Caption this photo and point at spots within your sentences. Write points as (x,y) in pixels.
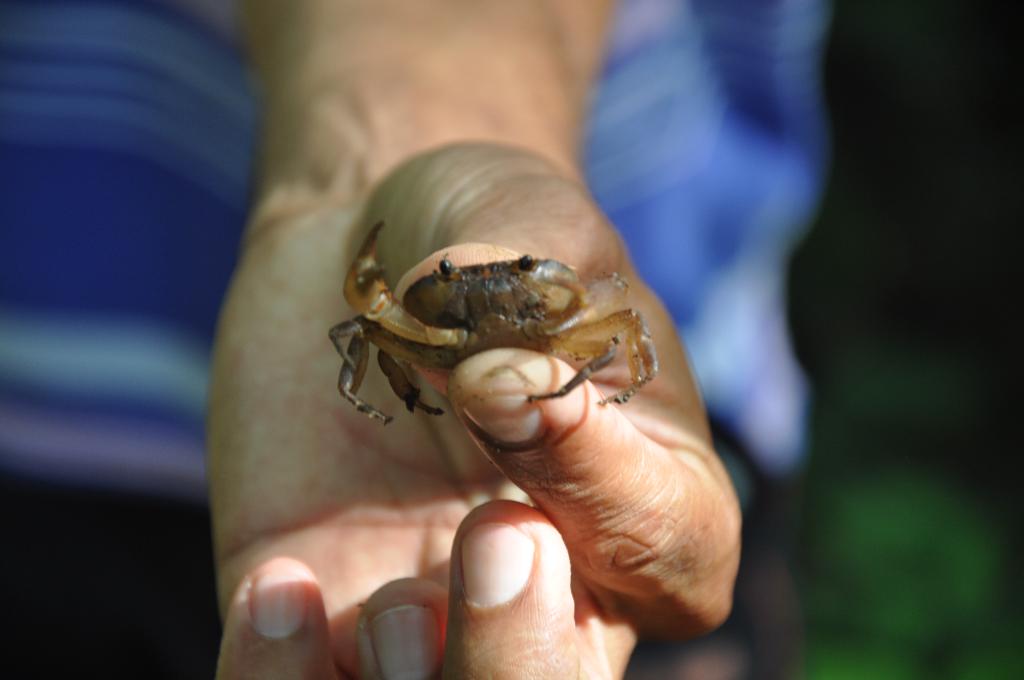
In the image we can see a hand (426,418) holding a crab (526,332) with fingers (536,372). In the background (727,311) it is blur.
